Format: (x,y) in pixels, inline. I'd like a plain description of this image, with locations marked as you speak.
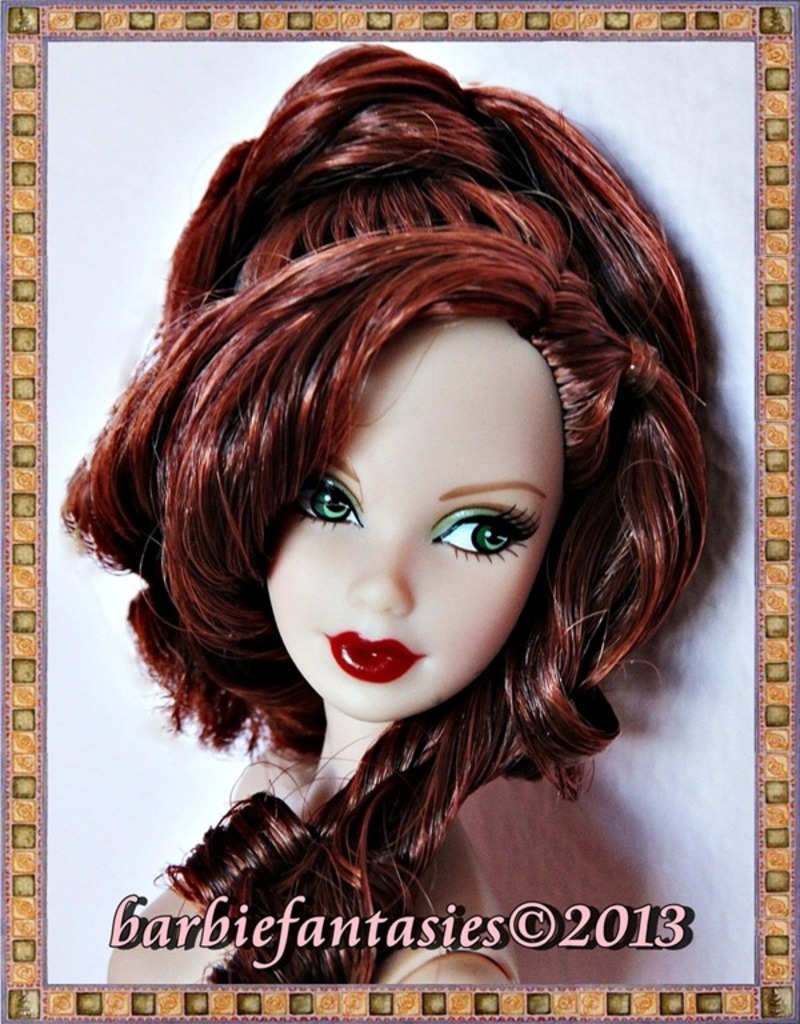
In this picture we can observe a barbie doll (425,538). We can observe green color eyes (496,526) and brown color hair (346,390). We can observe yellow color frame (647,21). The background (145,107) is in white color.
